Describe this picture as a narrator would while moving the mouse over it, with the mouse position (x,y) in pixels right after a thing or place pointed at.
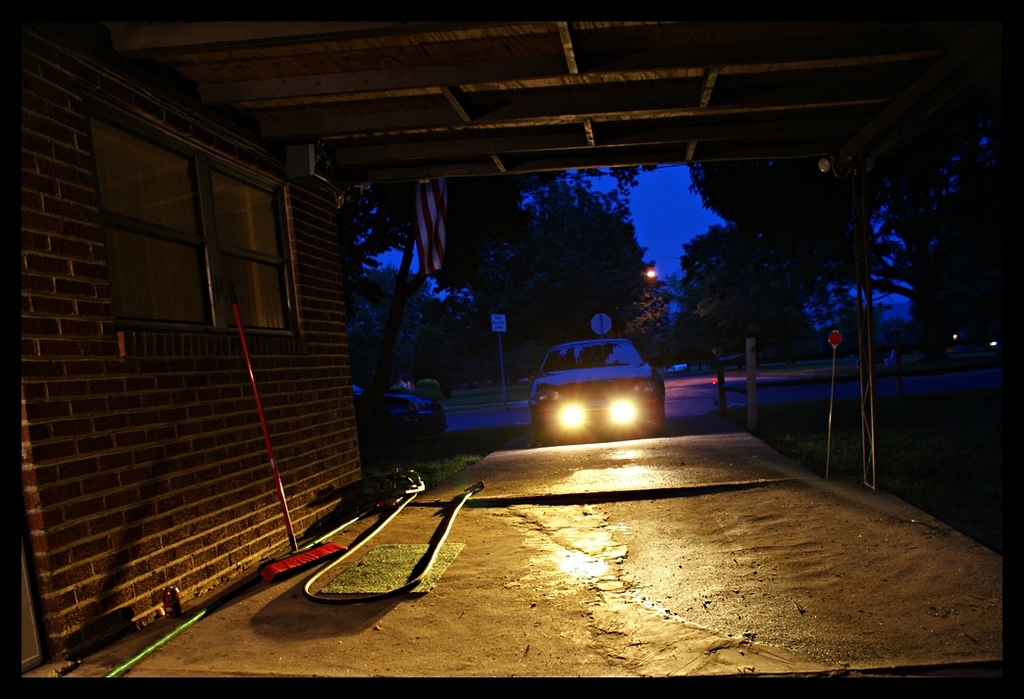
There is a car (556,347) in the center of the image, there is a window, wiper (276,477), and a pipe (325,573) on the left side (268,206) and there is a roof (571,110) at the top side (681,87) and there are trees (750,238), sign poles (495,329), lamp (650,276), and sky (677,257) in the background area (647,224), there is a flag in the image.
